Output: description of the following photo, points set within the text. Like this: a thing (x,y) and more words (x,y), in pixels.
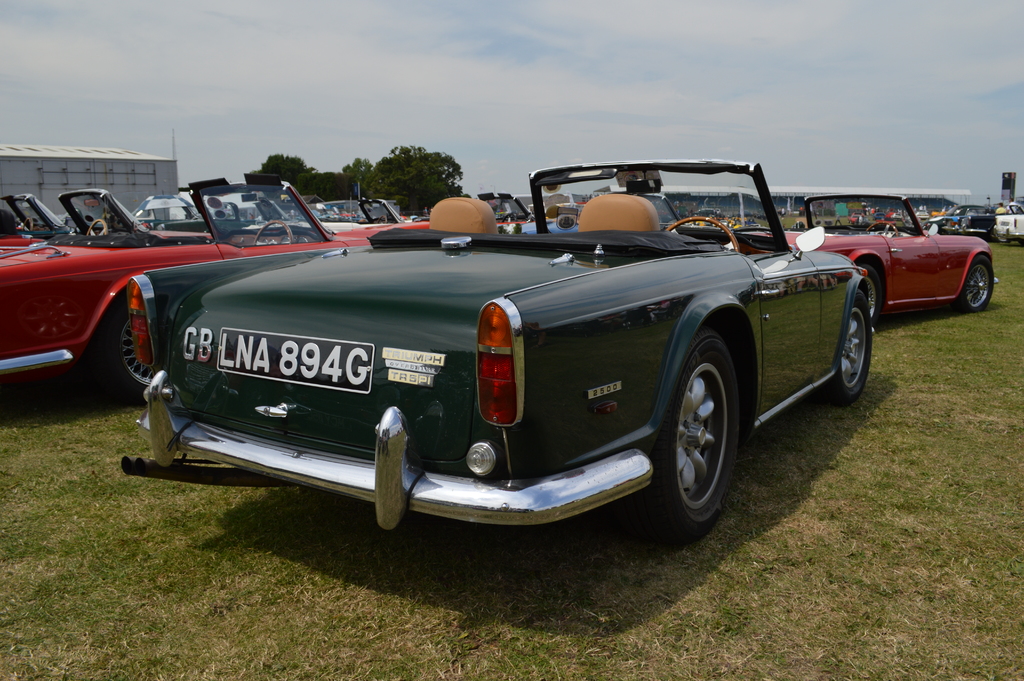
In this image there is a sky (493,157), there are trees (383,172), there are cars (353,239), there is grass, there is a building (71,162) towards the left of the image (79,170).
